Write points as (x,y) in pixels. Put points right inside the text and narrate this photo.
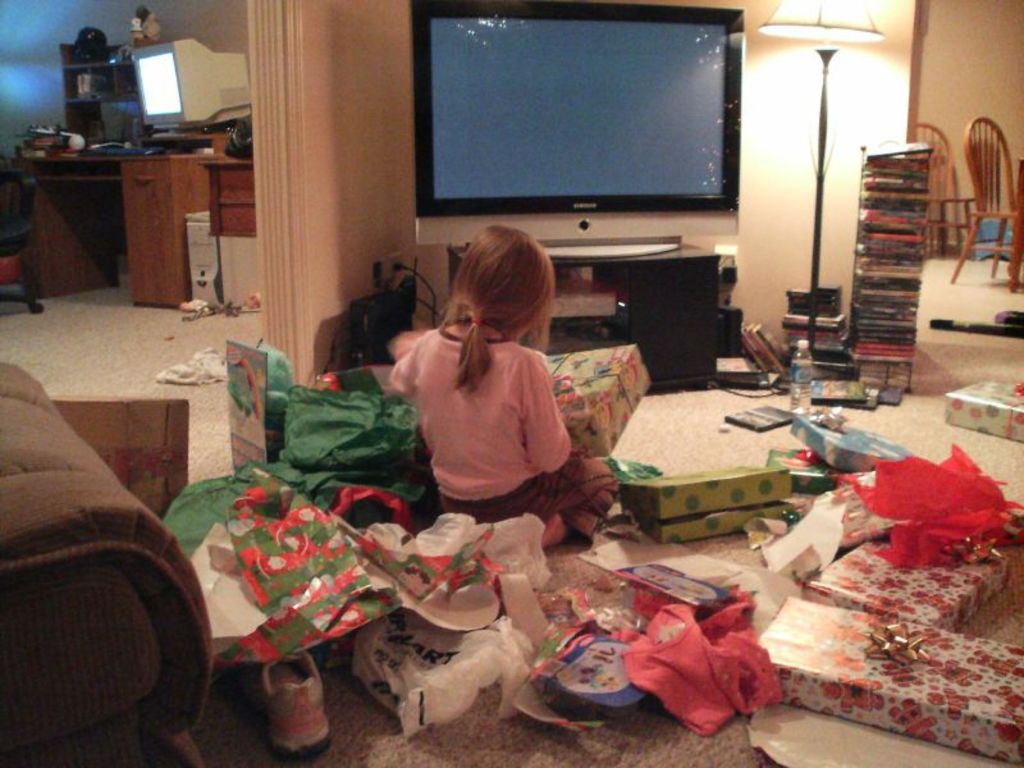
The image is inside the room (496,341), In the image there is a girl (509,419) sitting on floor (622,447) and holding a gift pack (566,401). On right side (909,195) there is a chair (989,174), wall (944,57) and some books (897,249), lamp (844,19). On left side (157,163) we can see computer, keyboard (140,152) on table (144,177) and a shelf (105,67) with some toys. In middle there is a television (456,149) on floor (657,398) we can see shoes (296,696), water bottle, gifts packs (874,599) and a mat (683,734).
